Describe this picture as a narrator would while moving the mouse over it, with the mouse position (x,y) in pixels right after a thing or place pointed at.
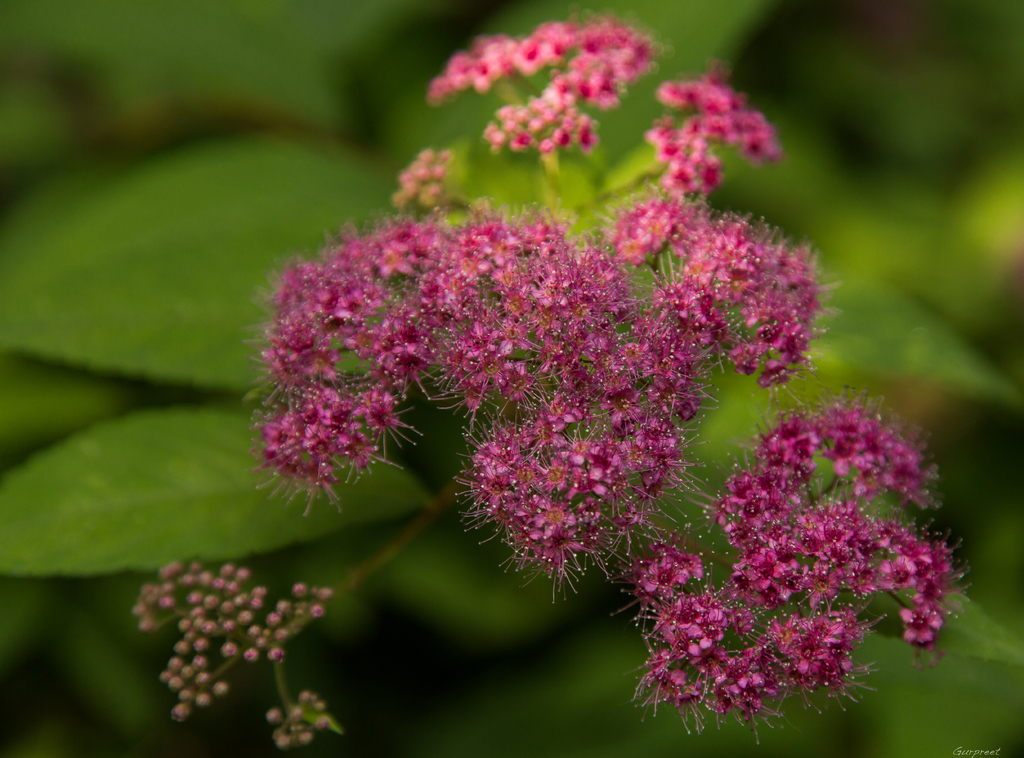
In this image I see the pink color flowers (561,258) and I see the buds (172,567) over here. In the background (293,87) I see the green leaves (188,43) and I see that it is blurred in the background (747,20).
